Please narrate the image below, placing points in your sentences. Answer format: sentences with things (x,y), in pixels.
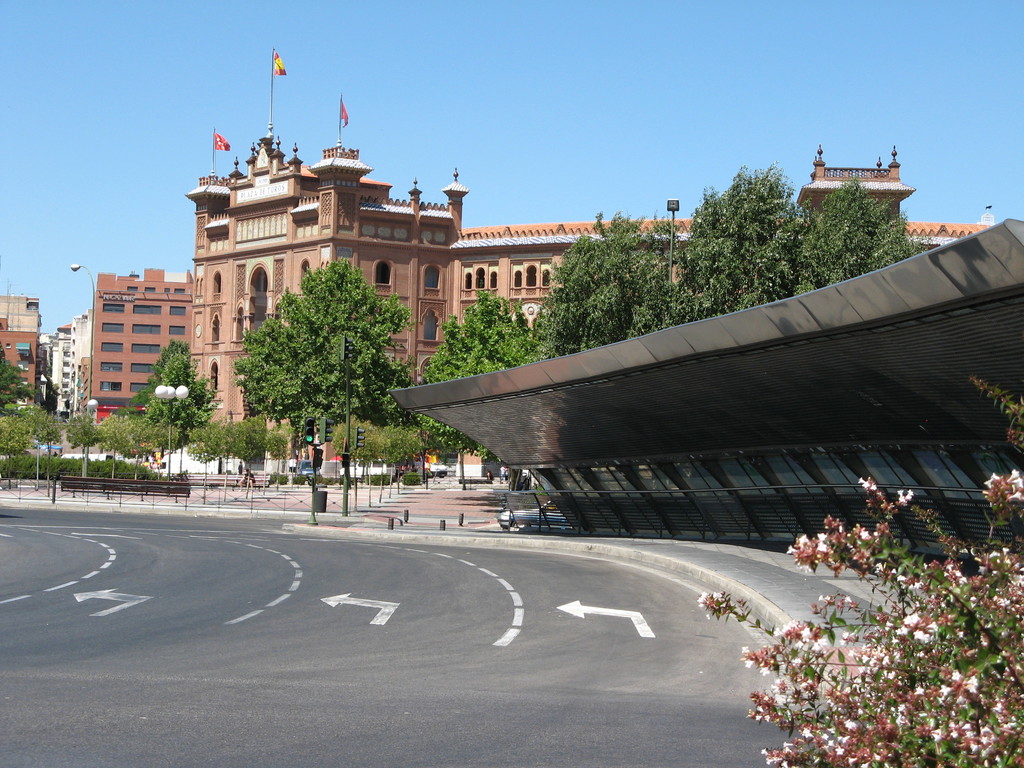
At the bottom of the image (373,670), we can see the road (469,673), plant (880,682) and flowers (863,684). Here it looks like a shed (801,482) and walkway (828,590). Background (200,231) we can see so many trees (386,330), buildings (280,285), walls (217,298), street lights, traffic signals (313,453), poles (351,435) and few objects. Top of the image (586,97), there is the sky (543,83) and flags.
